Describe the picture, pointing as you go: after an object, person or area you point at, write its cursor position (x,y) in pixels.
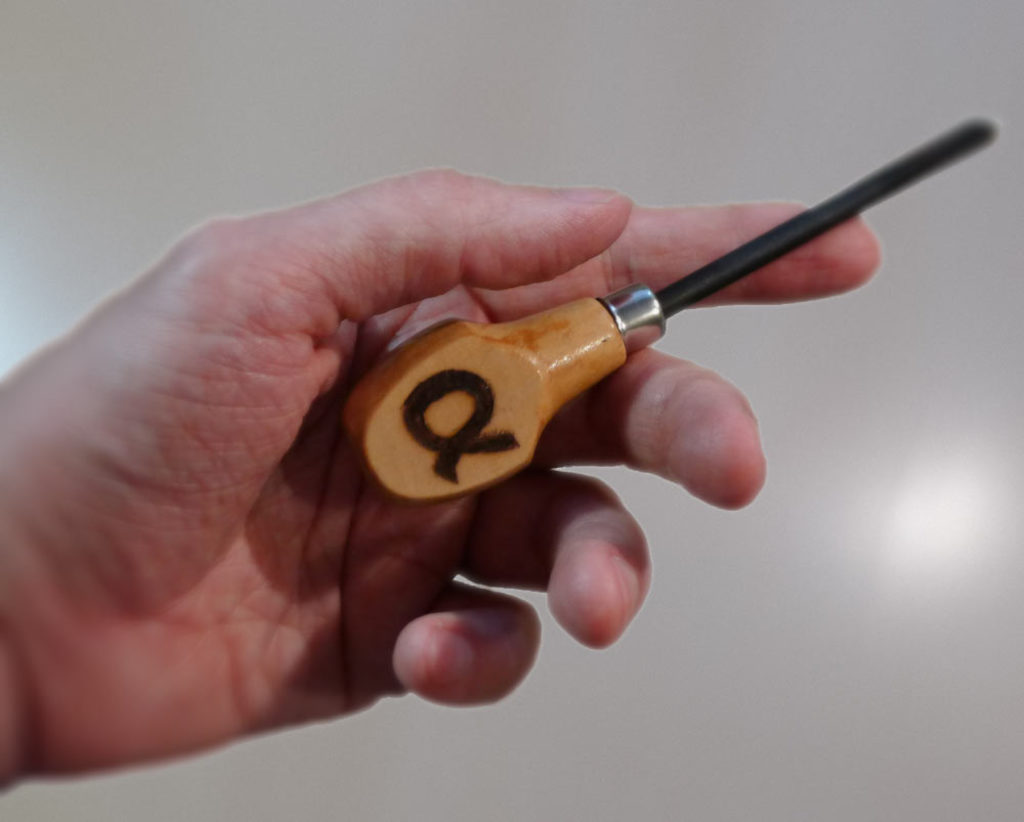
In the image there is a hand (146,350) of a person (196,648) holding an object (527,397) in the hand (662,272). There is a sign (491,399) on the object (635,289). And there is a white background (146,60).
